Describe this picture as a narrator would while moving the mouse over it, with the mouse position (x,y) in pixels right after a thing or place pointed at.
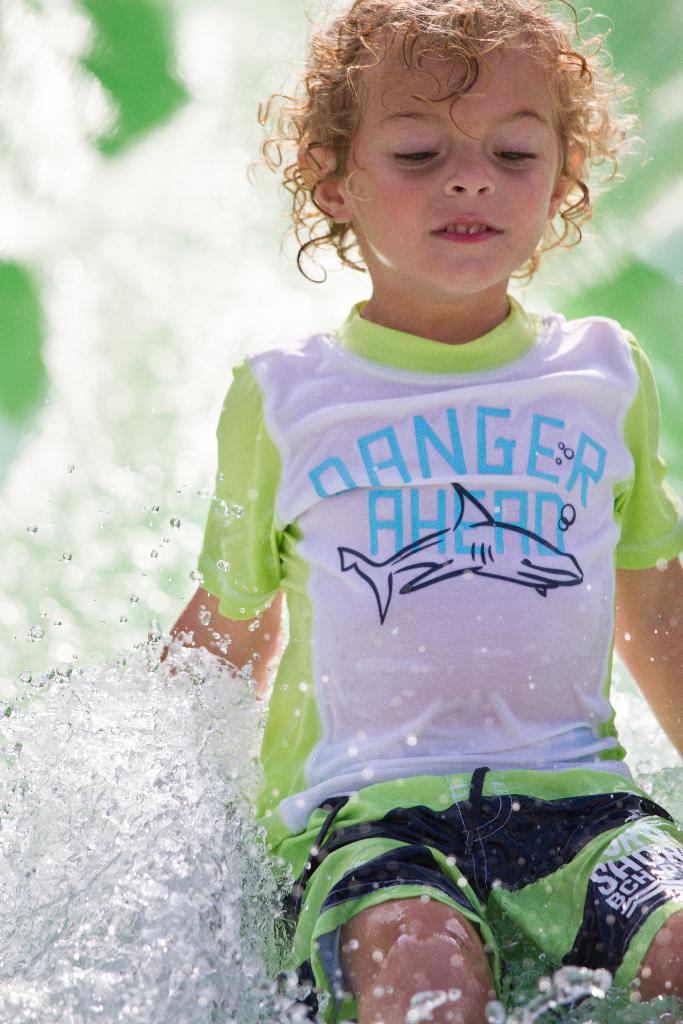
In this image I see a child (456,377) and I see that child (399,500) is wearing white, green and black color dress (445,594) and I see something is written over here and I see the depiction picture of fish (441,554) and I see the water (229,702) and I see that it is blurred in the background (300,291).
